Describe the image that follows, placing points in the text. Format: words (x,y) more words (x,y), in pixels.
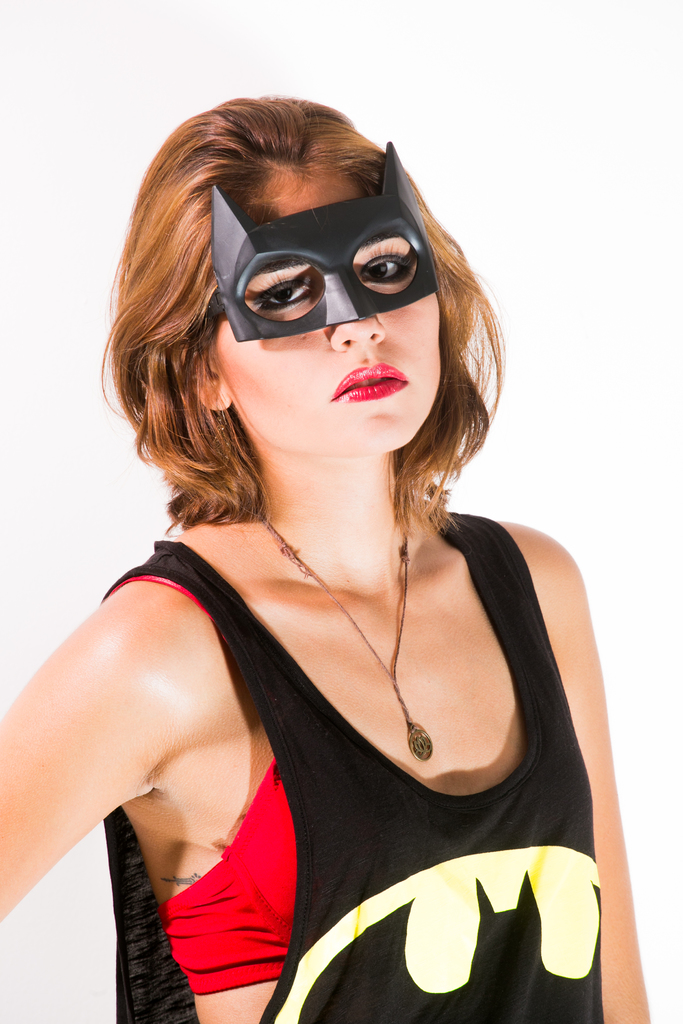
In this image we can see a woman (140,273) wearing a mask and the background (535,70) is white.
